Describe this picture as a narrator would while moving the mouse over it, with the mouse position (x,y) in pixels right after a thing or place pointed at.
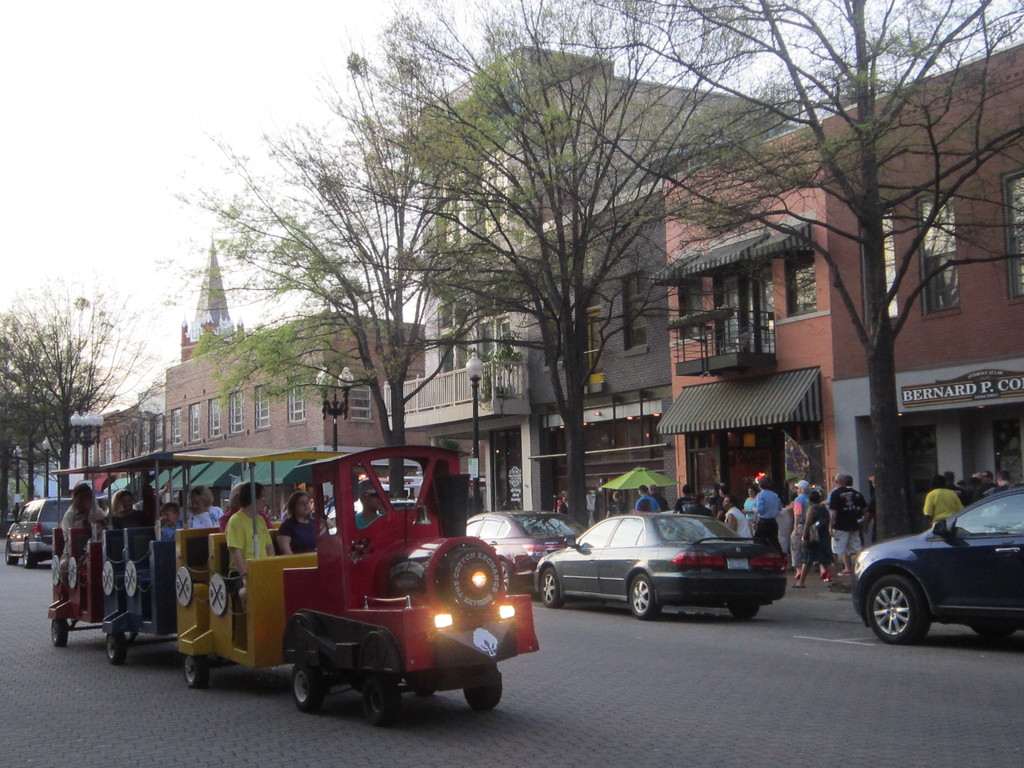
In this picture there are group of people (229,538) sitting inside the vehicle (327,587) and there are vehicles (327,587) on the road (515,681) and there are group of people (708,514) walking on the footpath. There are buildings (937,379) and trees (51,383) and street lights (83,437) and there is a board (976,377) on the building (923,422) and there is text (929,396) on the board (929,396). At the top (151,92) there is sky (203,181). At the bottom (802,720) there is a road (676,720).
